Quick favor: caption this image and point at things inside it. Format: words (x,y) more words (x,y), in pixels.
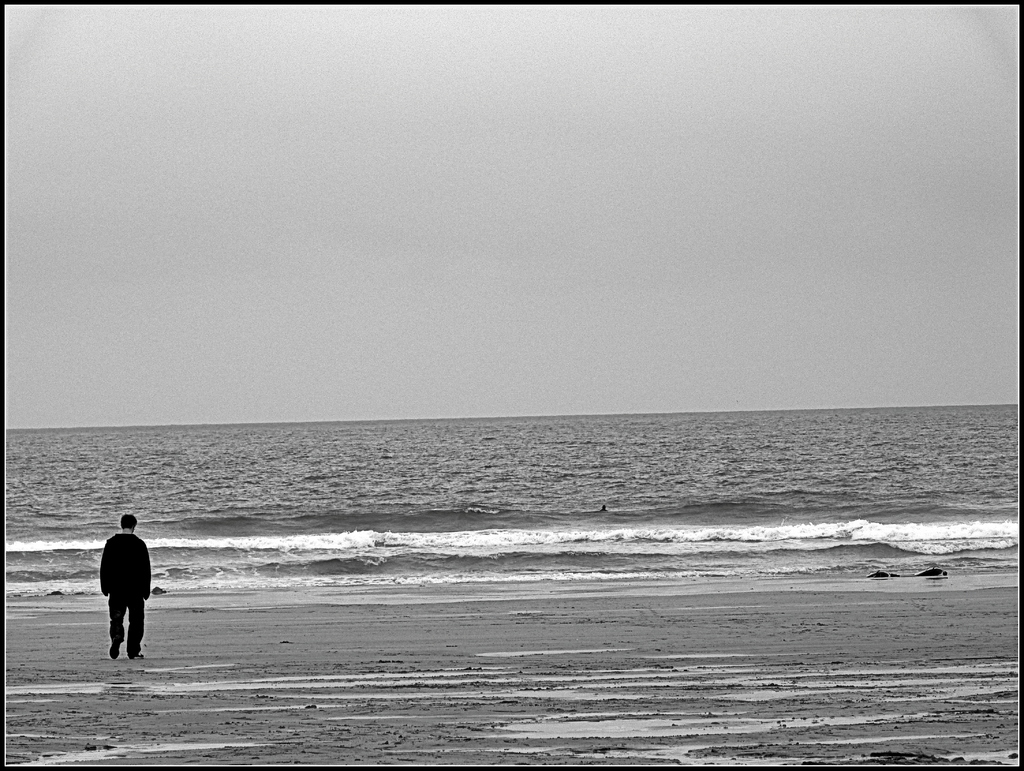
This is a black and white picture, in this image we can see a person (144,571) standing on the seashore (152,615), in the background (520,128) we can see the sky (472,319).
